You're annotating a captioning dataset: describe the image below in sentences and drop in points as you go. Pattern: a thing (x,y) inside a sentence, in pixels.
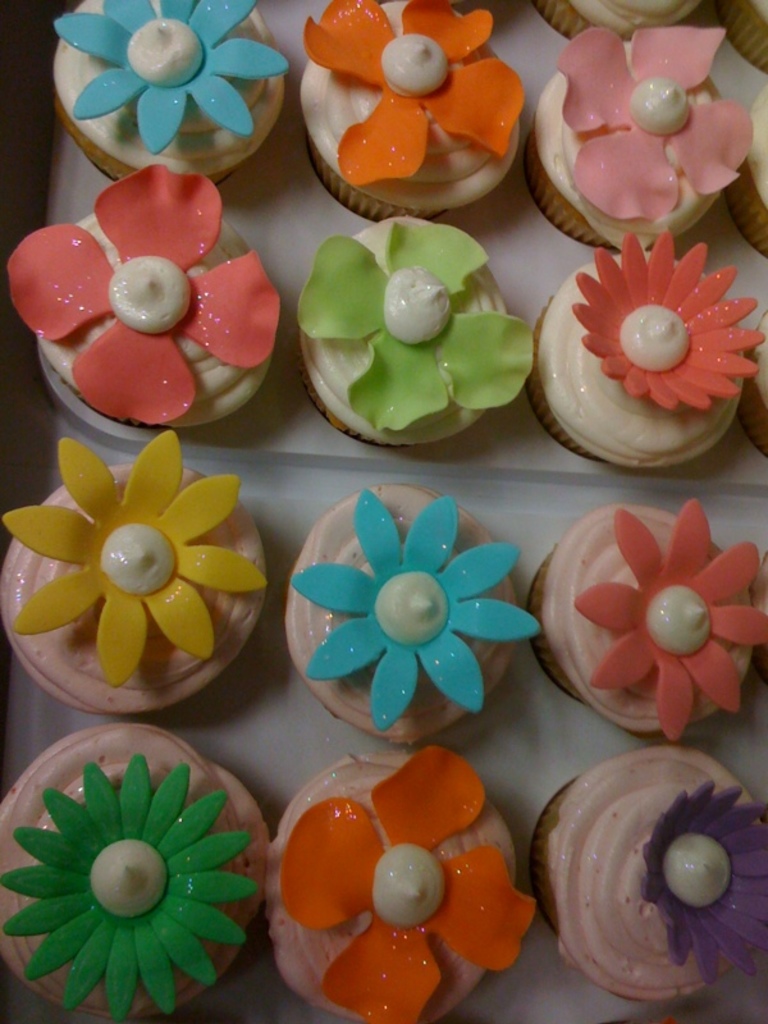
In this picture we can see few cupcakes (482,391) in the plates (534,245).
